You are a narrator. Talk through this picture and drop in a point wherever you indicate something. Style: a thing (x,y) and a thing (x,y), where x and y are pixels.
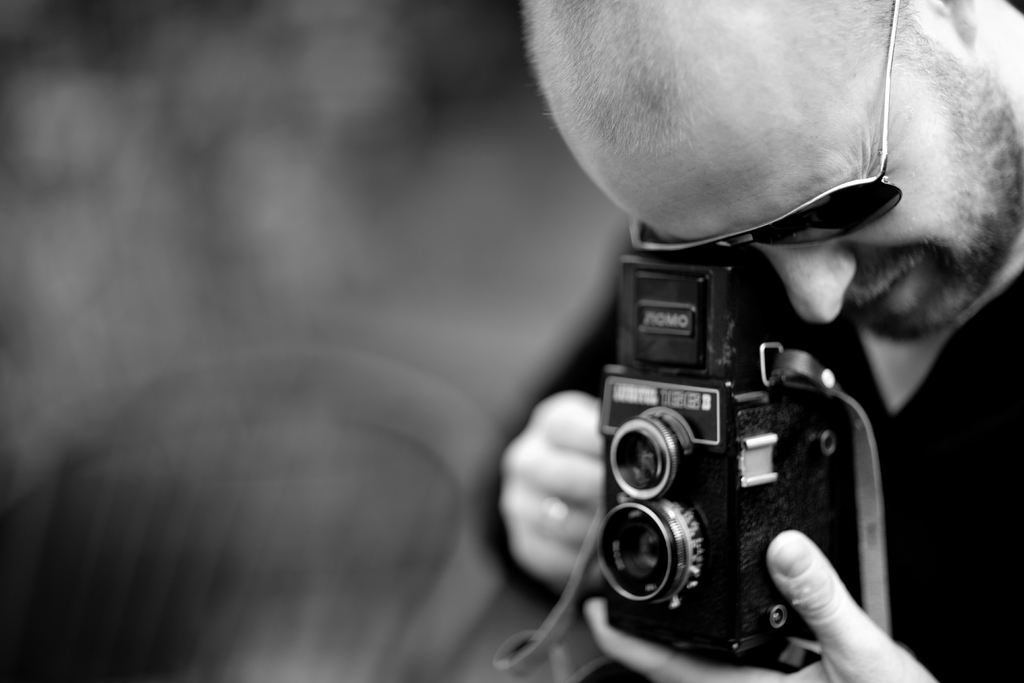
In this picture there is a man (793,311) holding a camera (638,511) in his hand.
